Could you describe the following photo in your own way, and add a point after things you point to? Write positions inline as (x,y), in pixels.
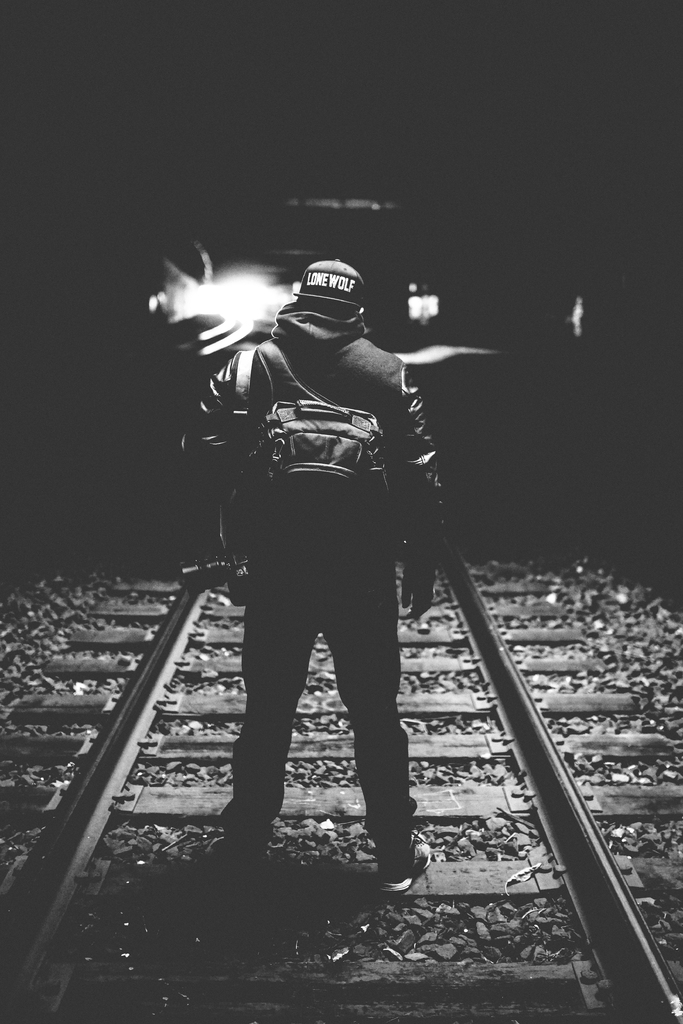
In this image I can see the person (285,398) wearing the dress (216,406), bag (287,379) and cap (311,295). I can see the person (292,610) standing on the track (333,840). And there is a black background (58,177).
